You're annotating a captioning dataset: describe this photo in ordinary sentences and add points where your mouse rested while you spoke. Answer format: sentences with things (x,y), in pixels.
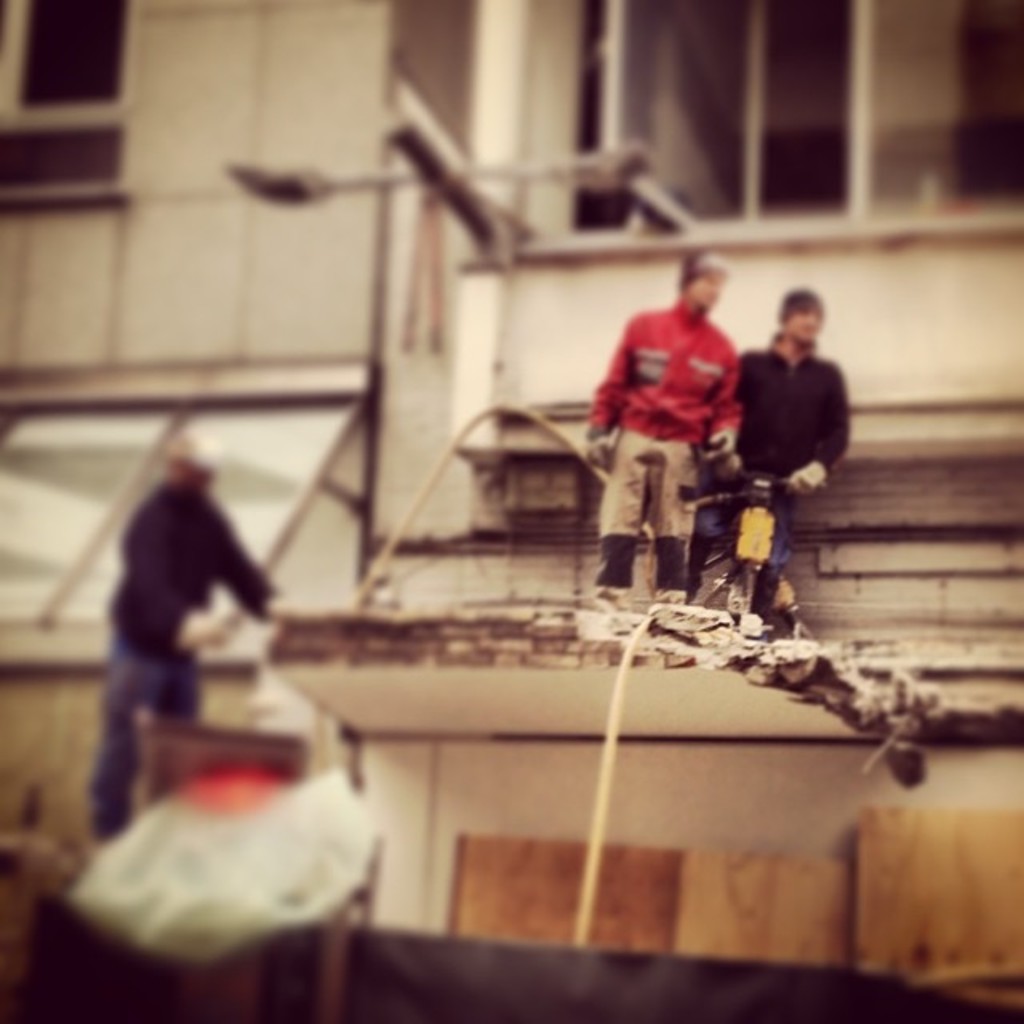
In this image we can see some persons (608,591) standing on the floor (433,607). One person (780,497) is holding a tool (756,572) with his hands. In the foreground (606,722) we can see a pipe (595,839). In the background (570,895), we can see a building (536,296) with windows (119,156).
